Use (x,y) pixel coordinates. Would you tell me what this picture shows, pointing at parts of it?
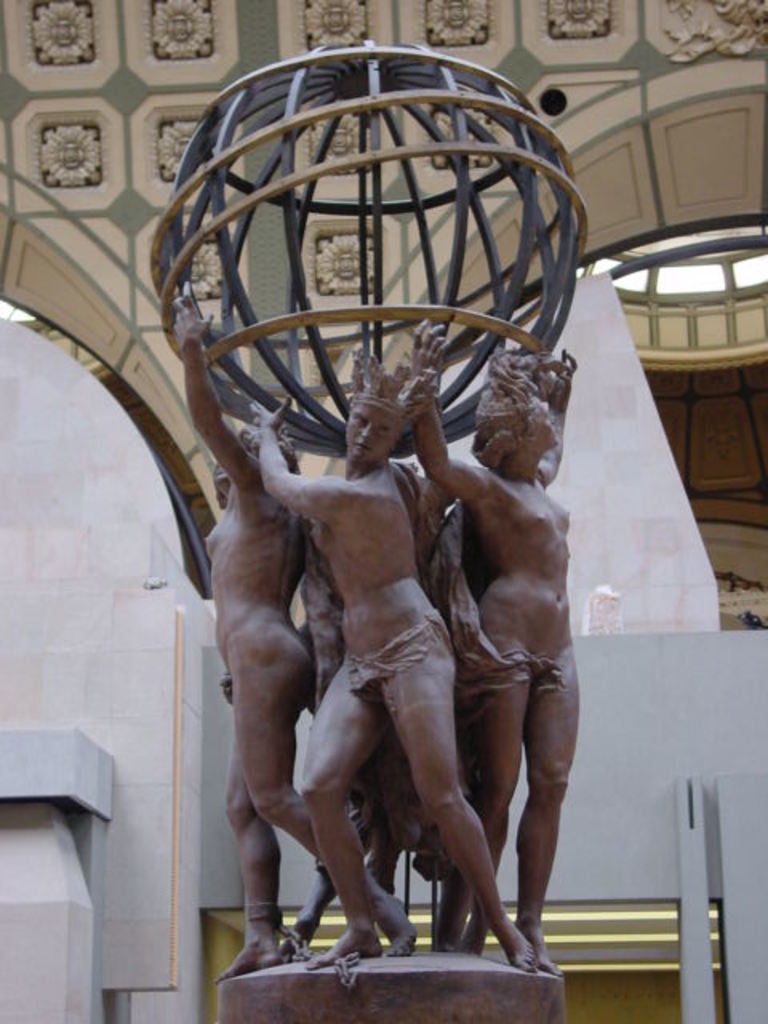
There is a sculpture (290,391) in the foreground area of the image (292,416), it seems like arches (8,292) in the background (741,344).
